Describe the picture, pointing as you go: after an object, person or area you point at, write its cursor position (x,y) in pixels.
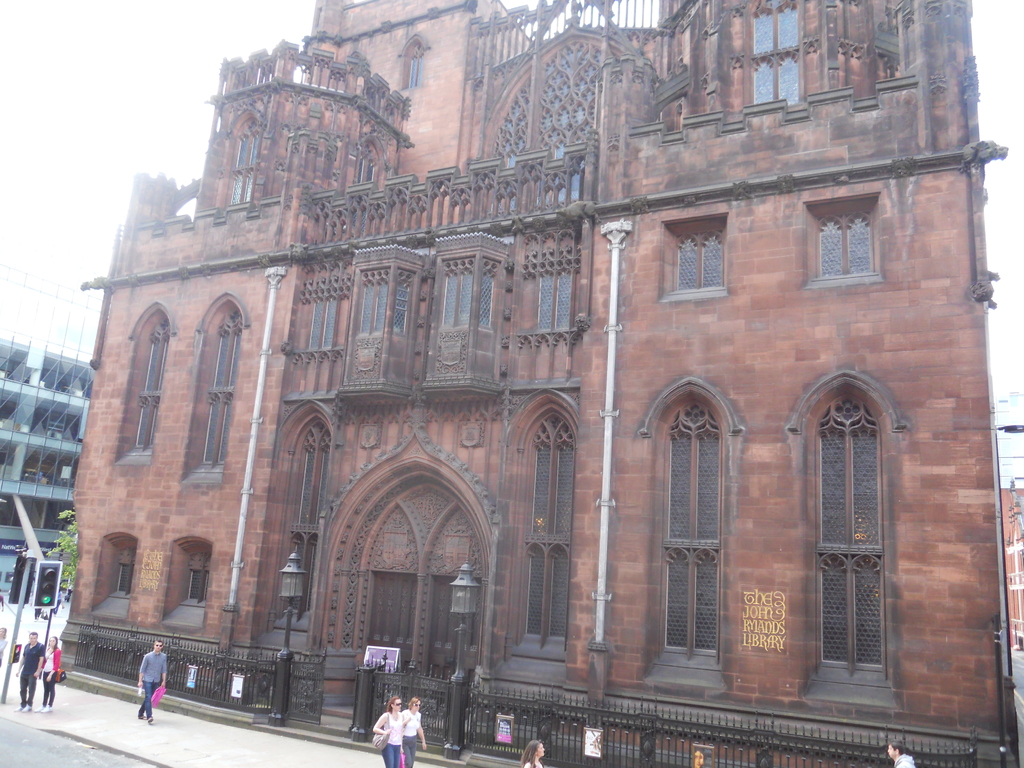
In the center of the image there is a building (678,701). There are people (410,725) walking on the road (56,752). There is a traffic signal (61,562). There is a fencing (258,673). At the top of the image (151,114) there is sky (65,102).
